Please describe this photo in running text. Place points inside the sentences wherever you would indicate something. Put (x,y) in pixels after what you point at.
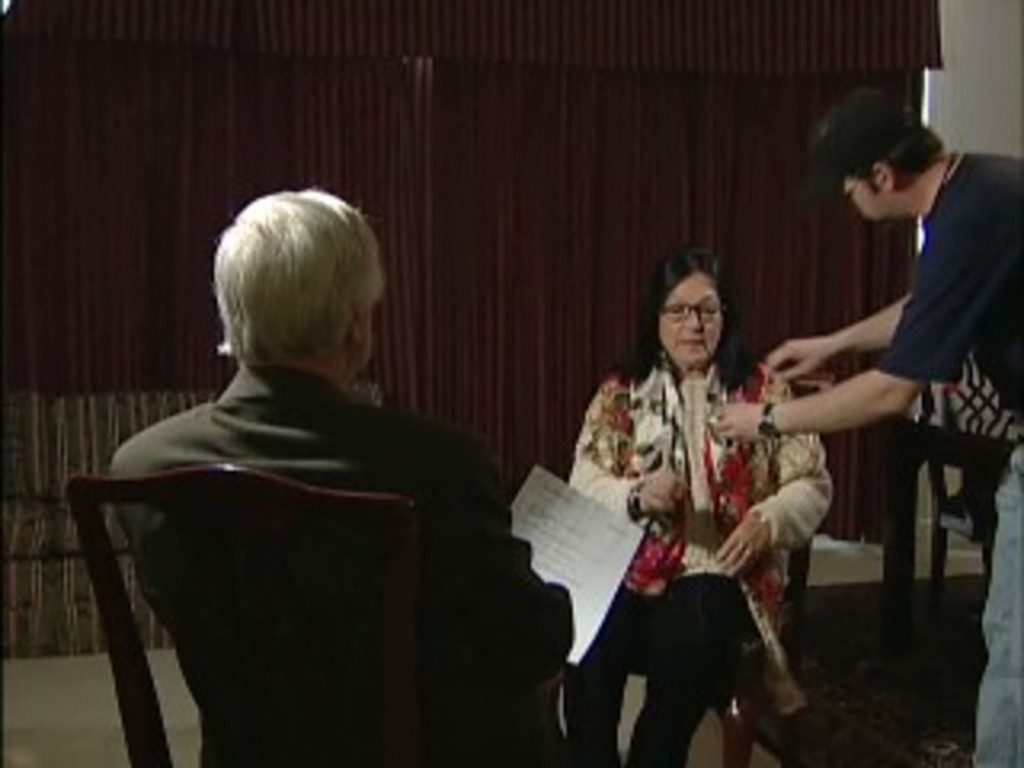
In this image there are three persons (974,258). At the right side (923,321) the man (976,297) is standing and is helping a woman (703,442) in the center (673,424) who is sitting on a chair (799,576). At the left side (312,517) the man (291,411) is sitting on the chair (285,508) is holding a paper (557,552) in his hand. In the background (506,148) there are curtains (506,163).
